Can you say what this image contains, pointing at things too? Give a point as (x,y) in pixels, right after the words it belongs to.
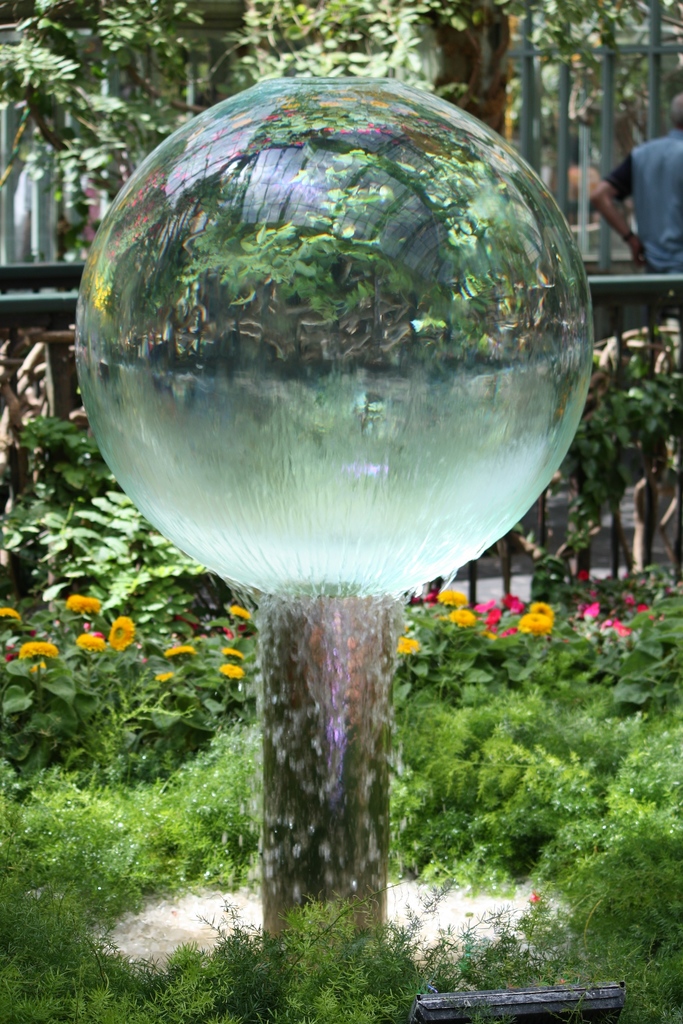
In this image we can see an object (335,515) looks like a fountain (329,371) on the ground (173,917) and there are few plants (499,930) and some plants (73,611) with flowers (84,606) and there is a railing (614,281), a person (647,225) and few trees (108,111) in the background (660,146).
